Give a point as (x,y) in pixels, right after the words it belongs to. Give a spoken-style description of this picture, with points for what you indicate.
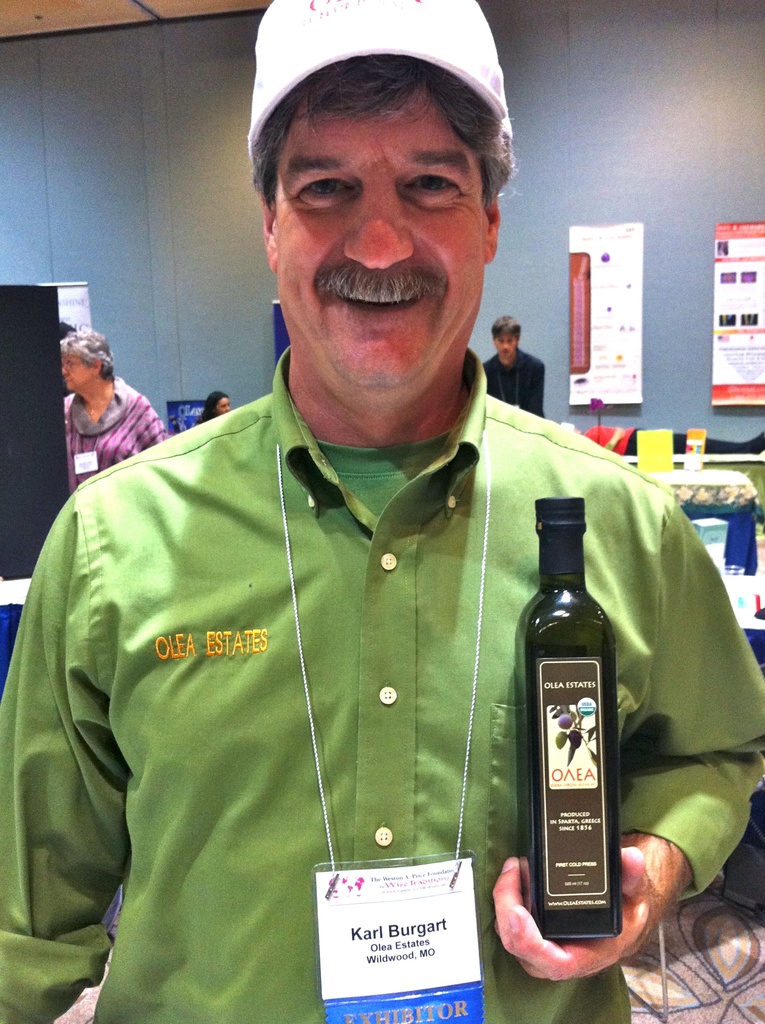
There is a man (377,406) in this picture, holding an olive oil bottle (587,692) in his hand (566,943). He's wearing a ID card (374,933) and a cap (465,54) on his head (375,62). In the background (111,392) there are some people (102,367). We can observe a wall (638,126) here.
